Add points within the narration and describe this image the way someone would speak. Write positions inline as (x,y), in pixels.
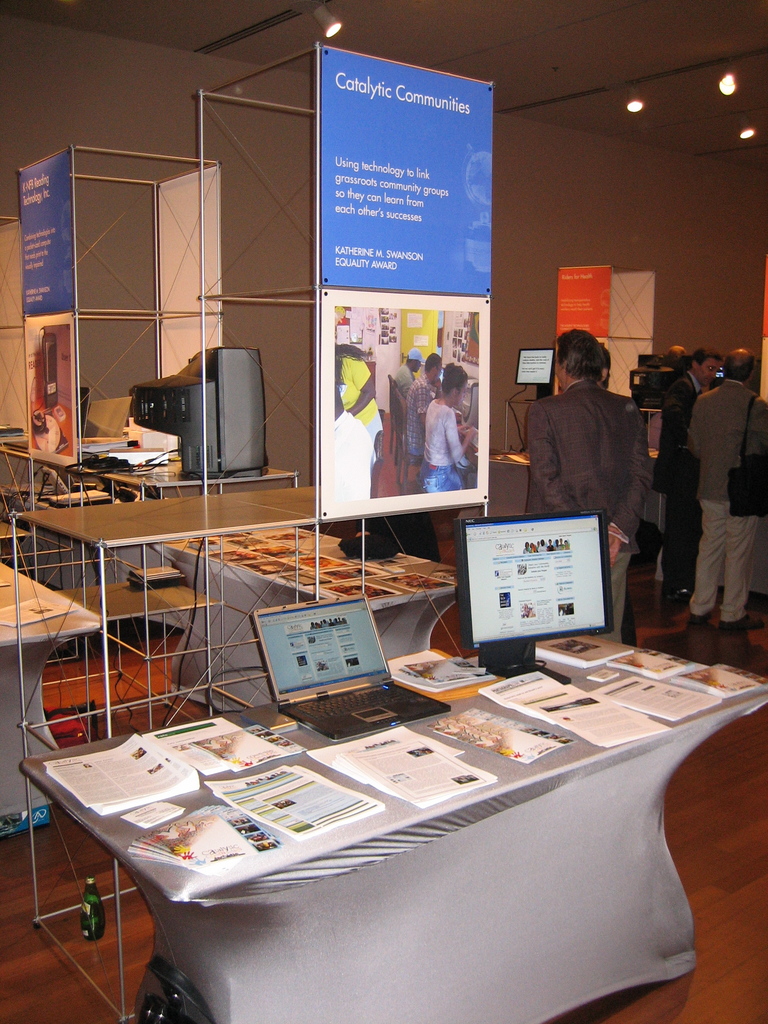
In this image it looks like a store (381,743) where there is a table (476,809) in the middle (494,678) on which there are books (541,713), laptop (351,668) and a desktop (498,651). In the background (347,309) there are hoardings (355,395). In between the hoardings (367,397) there is a television (187,371). At the top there are lights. On the right side (586,404) there are few people (629,428) standing on the floor (664,602). There are so many stands (15,602) on which there are books (326,567).
